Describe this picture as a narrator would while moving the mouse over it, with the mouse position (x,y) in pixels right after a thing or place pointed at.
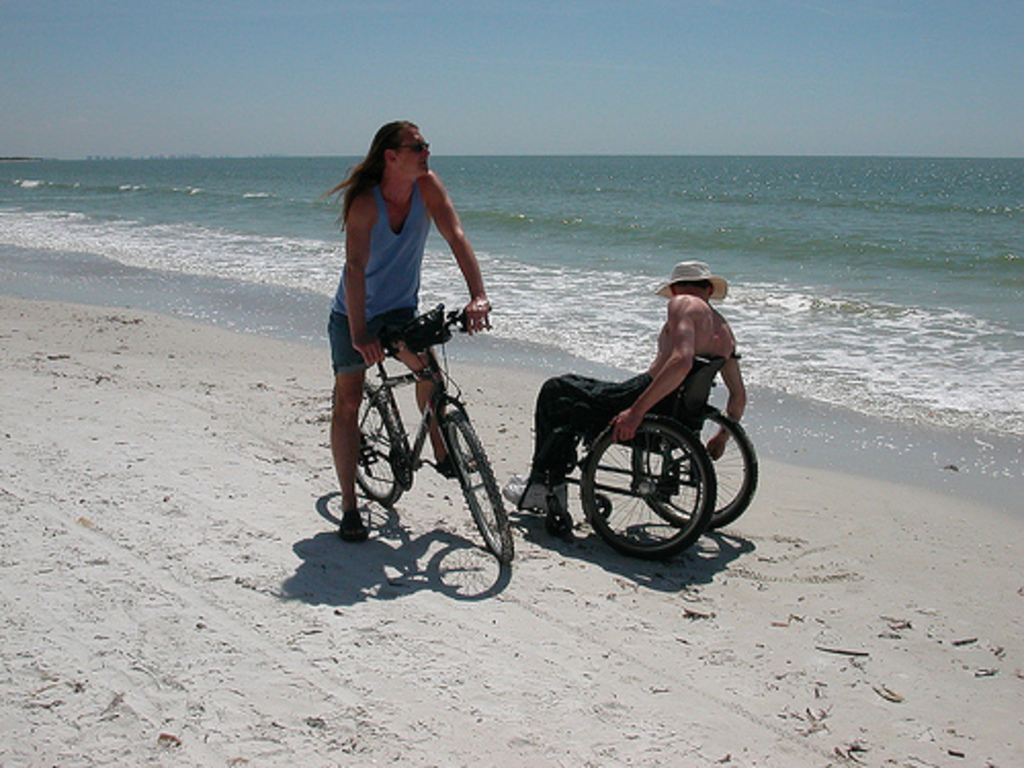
At the bottom of the image (339,542) there is sand (758,503). In the middle of the image (472,277) a man (457,249) is sitting on a bicycle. Behind him a person (680,375) is sitting on a wheelchair (711,373). Behind them there is water (268,167). At the top of the image (359,112) there is sky (525,130).
